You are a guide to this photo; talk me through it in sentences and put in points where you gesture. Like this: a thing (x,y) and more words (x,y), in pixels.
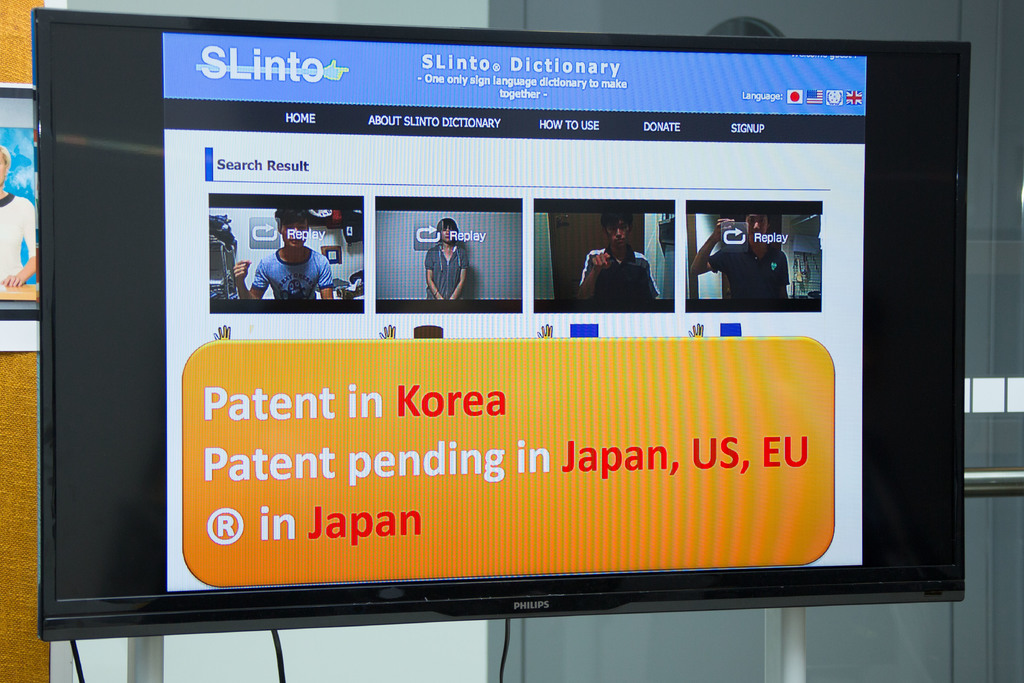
In this image, I can see a television screen (616,609) with the display (408,447). In the background (534,17), there is a glass door (1000,269) and an iron pole (972,468). On the left side of the image (10,330), It looks like a poster (3,317). At the bottom of the image (501,654), I can see the wires (76,657) hanging.
